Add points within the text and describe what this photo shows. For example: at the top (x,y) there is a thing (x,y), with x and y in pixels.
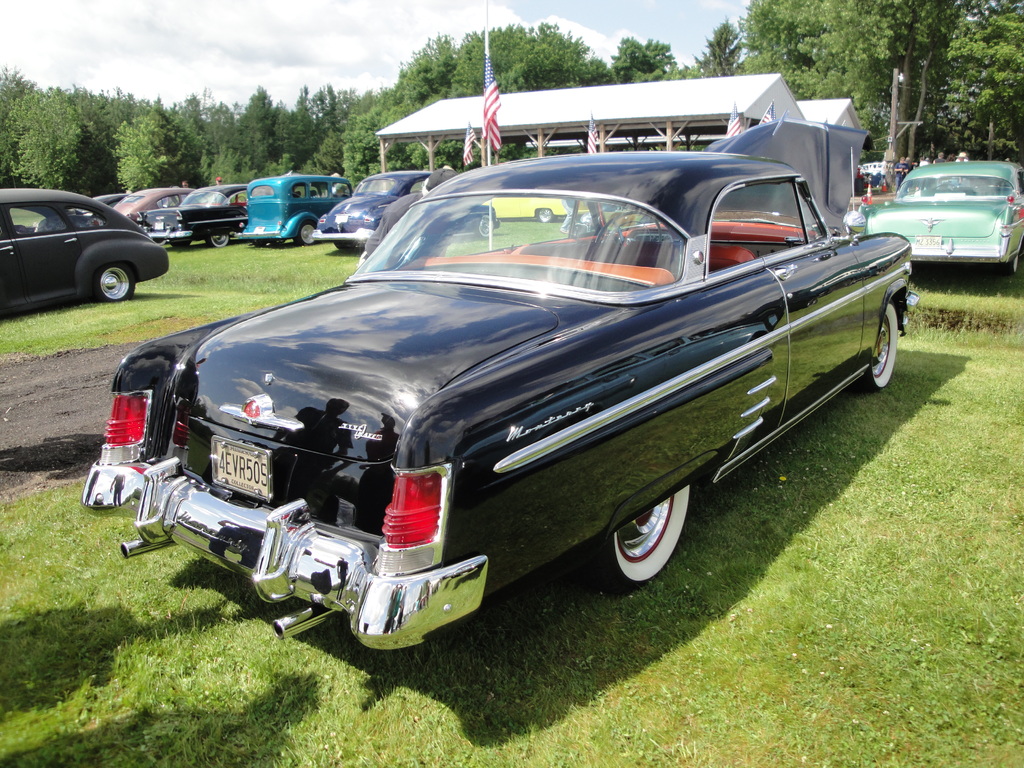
In this image I can see many vehicles (473,348) on the grass (585,681). In the background (507,149) I can see the flags (465,153), shed (486,146), many trees (375,98), clouds (302,59) and the sky (353,32).
